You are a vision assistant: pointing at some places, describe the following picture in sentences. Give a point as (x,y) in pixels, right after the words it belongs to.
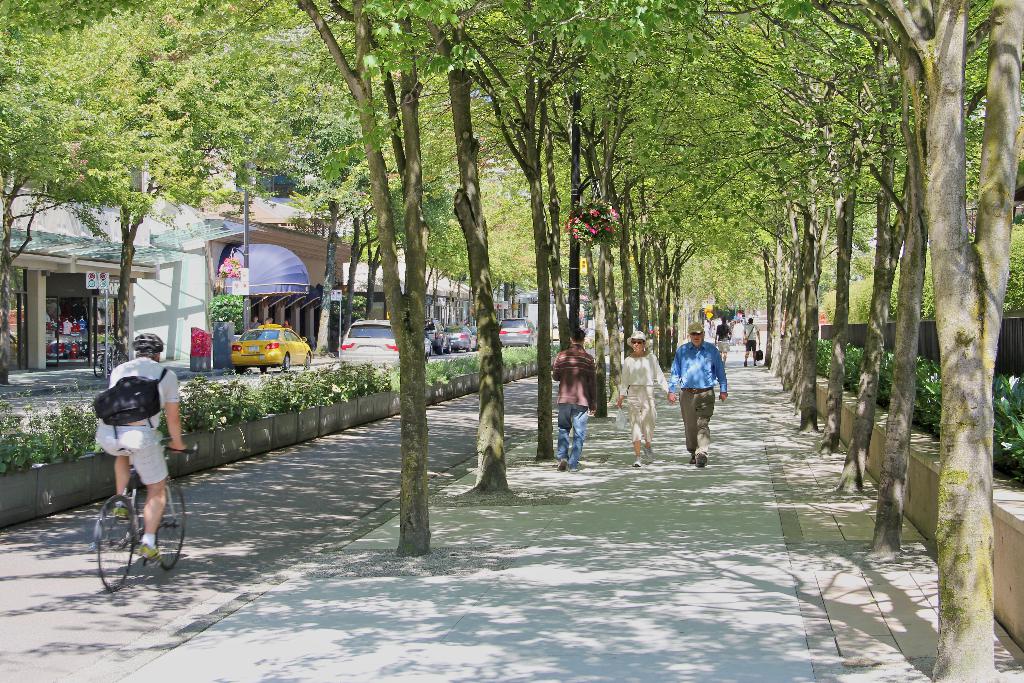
In this image we can see a few people (676,360) walking, one person (156,479) is riding on the cycle (177,517), he is wearing a bag (154,389), there are houses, vehicles (287,342), there are plants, and trees (675,295).
